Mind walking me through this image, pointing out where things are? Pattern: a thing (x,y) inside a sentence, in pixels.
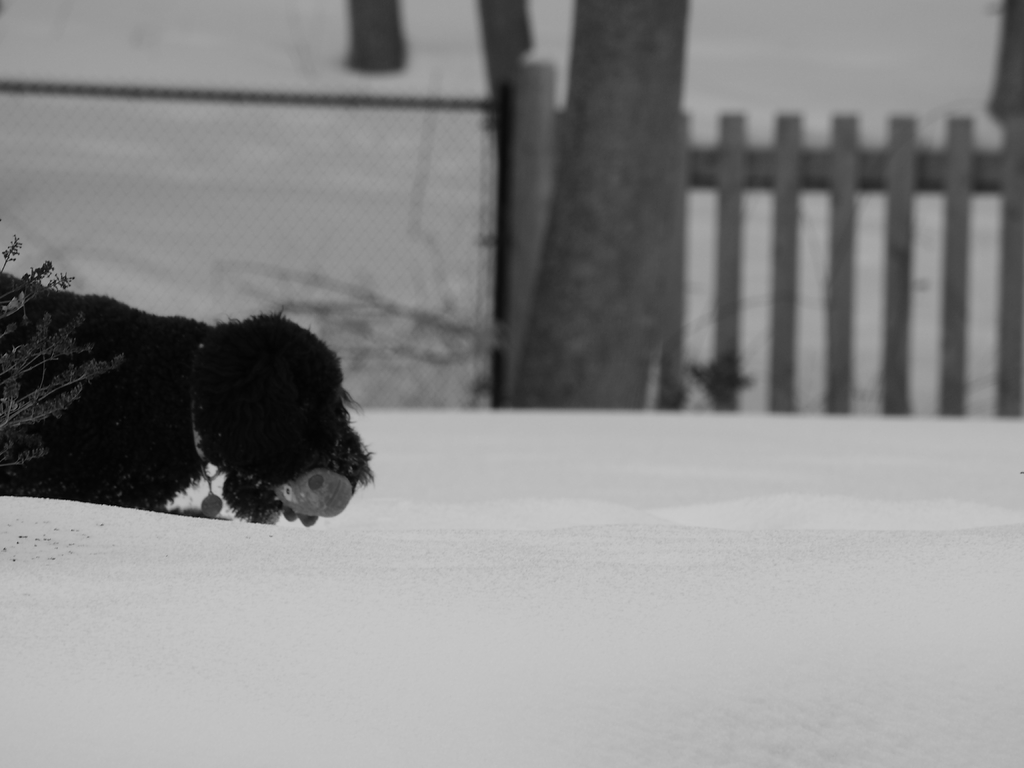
This is a black and white image. On the left side of the image (36,397) we can see plant (36,415) and dog (317,453). At the bottom of the image (562,589) there is snow (617,575). In the background (548,203) we can see fencing (513,155), tree (624,195) and snow (769,86).
